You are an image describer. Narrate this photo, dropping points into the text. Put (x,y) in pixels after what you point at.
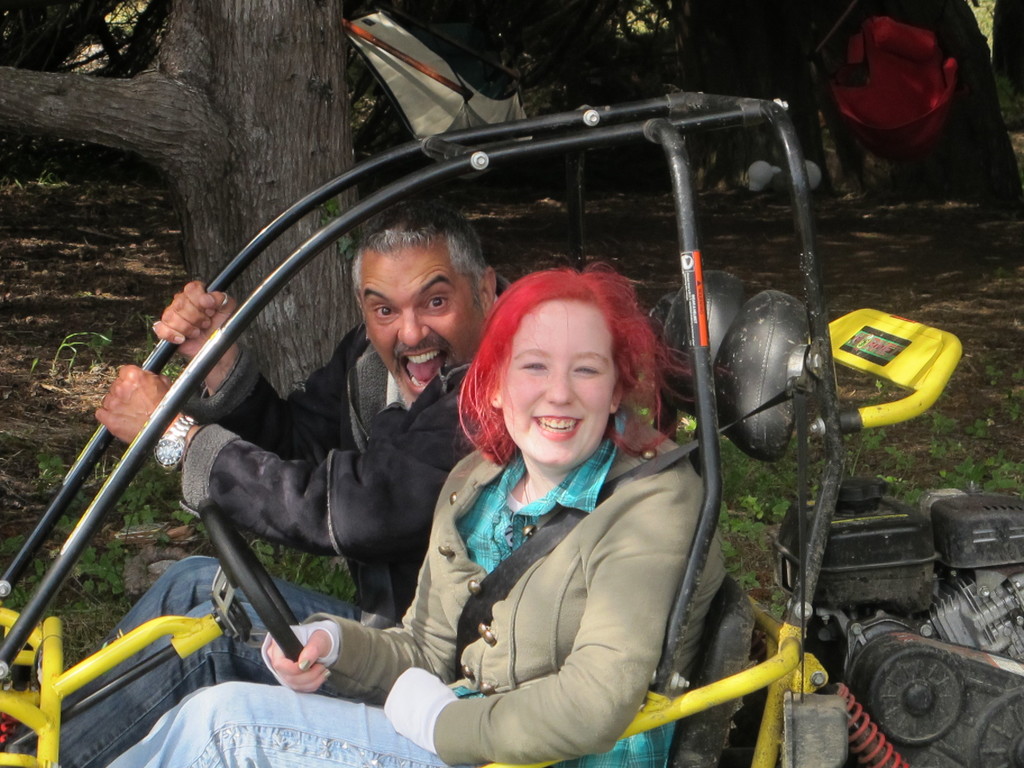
In this picture I can see a man (255,374) and a woman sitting in a vehicle (672,696), and in the background (479,88) there are trees (249,104) and some other objects (387,61).
